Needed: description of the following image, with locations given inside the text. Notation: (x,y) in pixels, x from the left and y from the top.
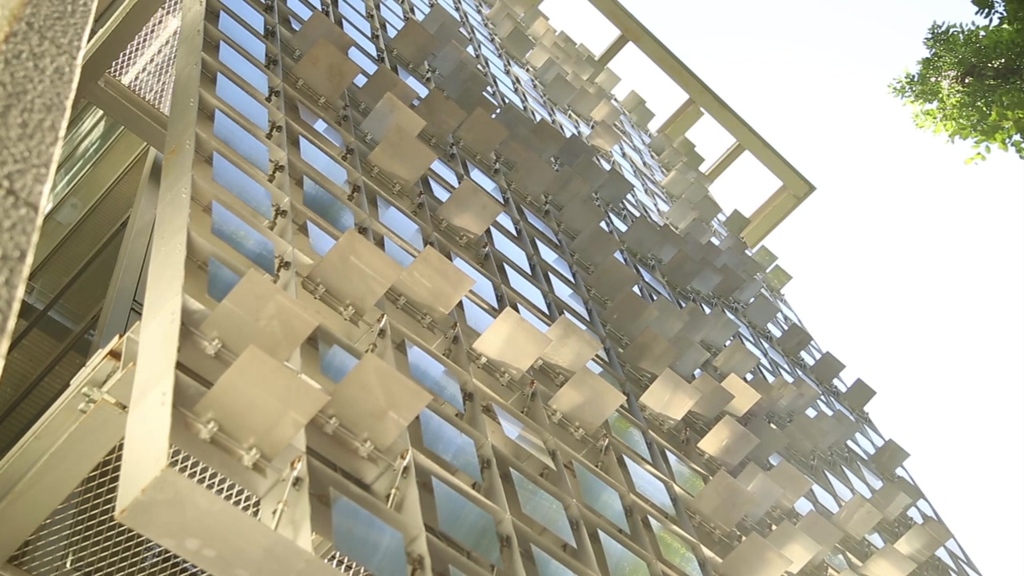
In this image there is a zoom in picture of a building (560,284) as we can see in the middle of this image (633,263). There are some leaves (949,119) of a tree (979,81) on the top right corner of this image (934,66) and there is a sky (835,132) in the background (855,183).
